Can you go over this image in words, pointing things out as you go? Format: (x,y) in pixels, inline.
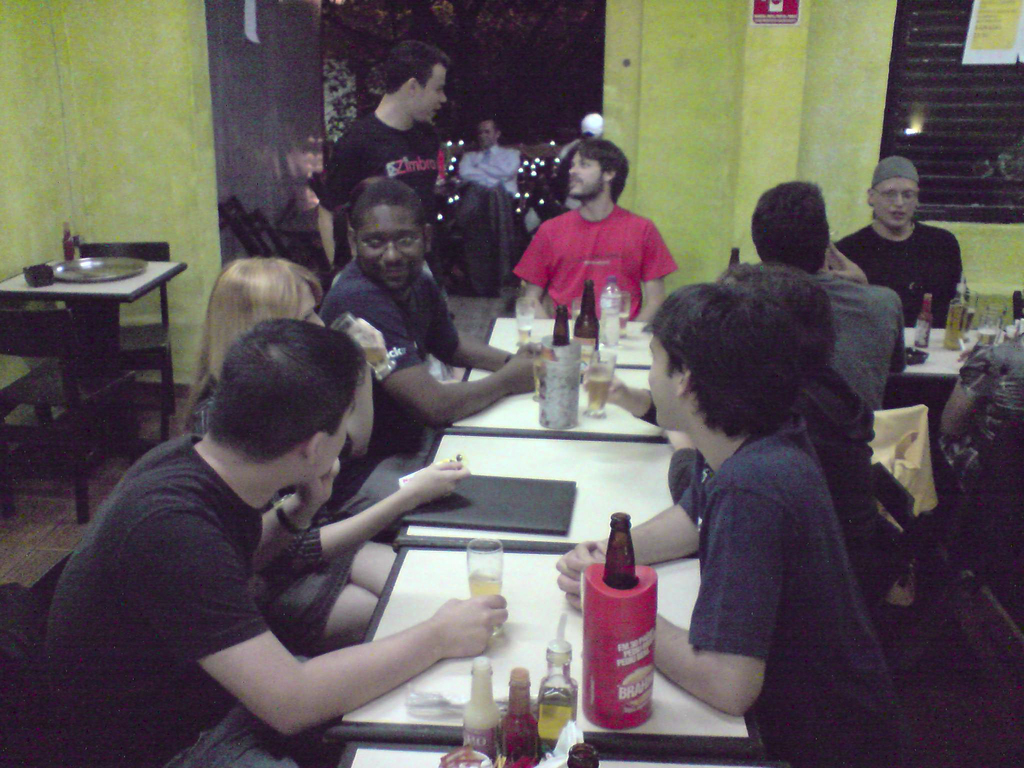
In this image I can see group of people (420,399) sitting on the chairs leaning on the table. I can see a woman (343,544) sitting and having a drink (381,353). This is a table (602,480) some beer bottles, tumbler of beer (598,398), water bottles (618,339) and some other objects (558,650) are placed on the table (531,614). At the left corner of the image (101,296) I can see a table (121,291) with a plate (117,271) on it and two chairs (95,383). At background (473,162) I can see a man (485,182) sitting on a bench (523,201). At the right corner of the image (919,247) I can see a man (915,238) wearing a cap (891,177) and sitting. Background (714,87) the walls (753,110) are painted with green in color. I can see two men (420,149) talking to each other.
